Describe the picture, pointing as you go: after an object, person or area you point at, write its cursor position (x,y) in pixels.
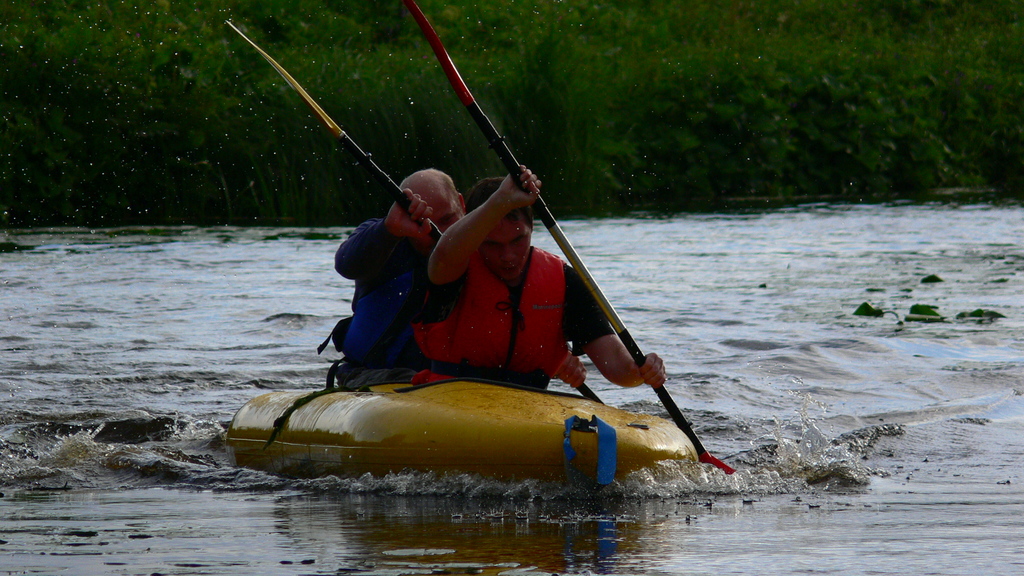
In the picture we can see water (857,528) in it, we can see a yellow color boat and two men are sitting in it and riding and in the background (979,177) we can see full of plants (934,161).
